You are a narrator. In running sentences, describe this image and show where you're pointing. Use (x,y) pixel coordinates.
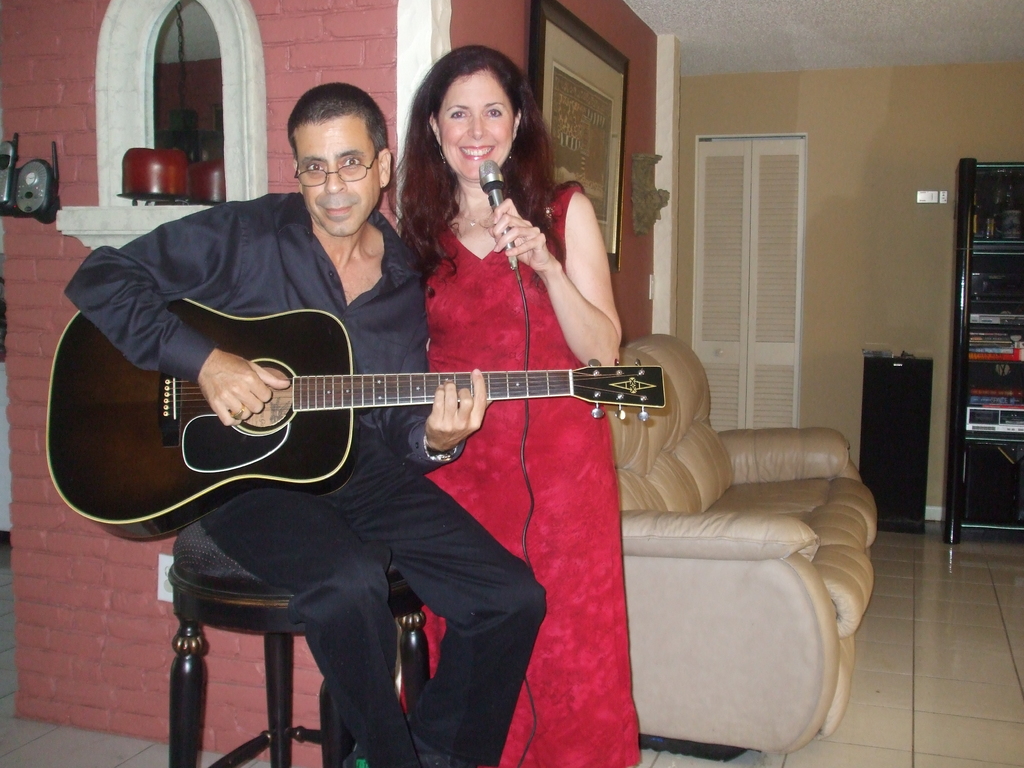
In this picture there is a man (374,224) and woman (513,467), the man (409,474) is sitting and playing the guitar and woman (536,268) is holding a microphone (493,180) in her left hand (553,267) and smiling behind them there is a wall (430,59), there is a couch (732,599) on the right (768,184) and a door (775,166).
